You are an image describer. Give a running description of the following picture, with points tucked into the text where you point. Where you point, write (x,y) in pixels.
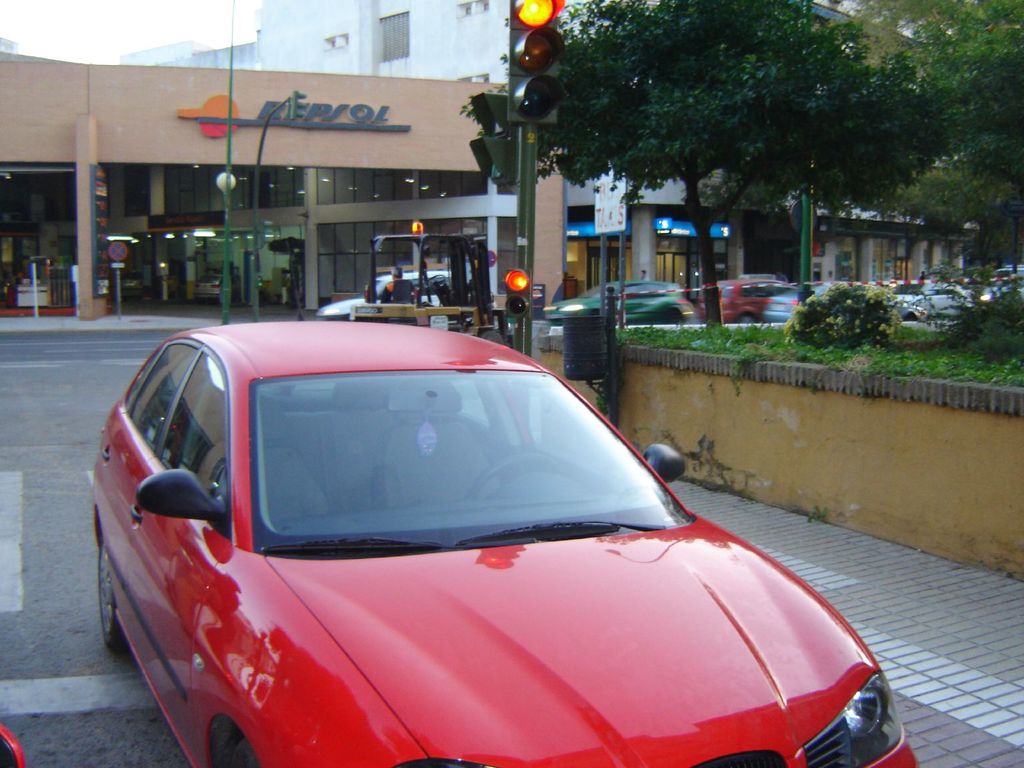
In the foreground of this picture (710,766), there is a red car (446,670) parked on the road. In the background (547,263), we can see plants (847,330), grass (927,352), trees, building (317,132), traffic signal pole (490,151), street light (224,225) and the sky (168,35).
